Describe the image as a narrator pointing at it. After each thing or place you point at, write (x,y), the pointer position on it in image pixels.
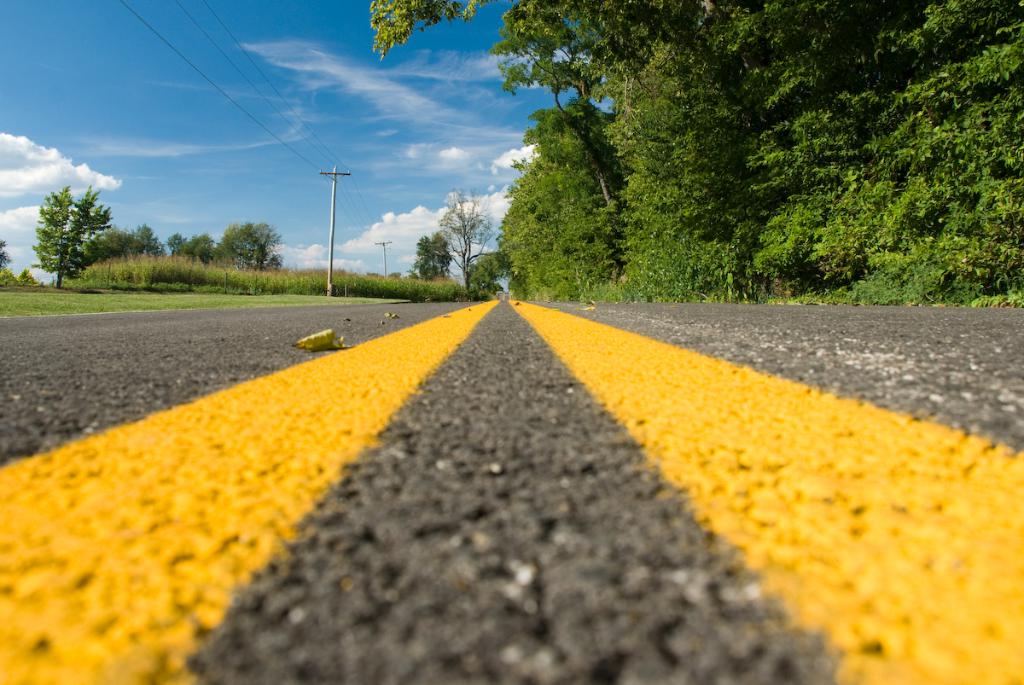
At the bottom of the picture (480,535), we see the road (421,596) in black and yellow color. We see a dry leaf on the road (590,394). On the right side (867,106), there are trees (727,116). On the left side (126,304), we see grass (117,259), trees (252,235), electric poles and wires (255,122). At the top of the picture (238,125), we see the sky (279,125) and the clouds (409,113). In the background (442,264), we see trees (431,257).
